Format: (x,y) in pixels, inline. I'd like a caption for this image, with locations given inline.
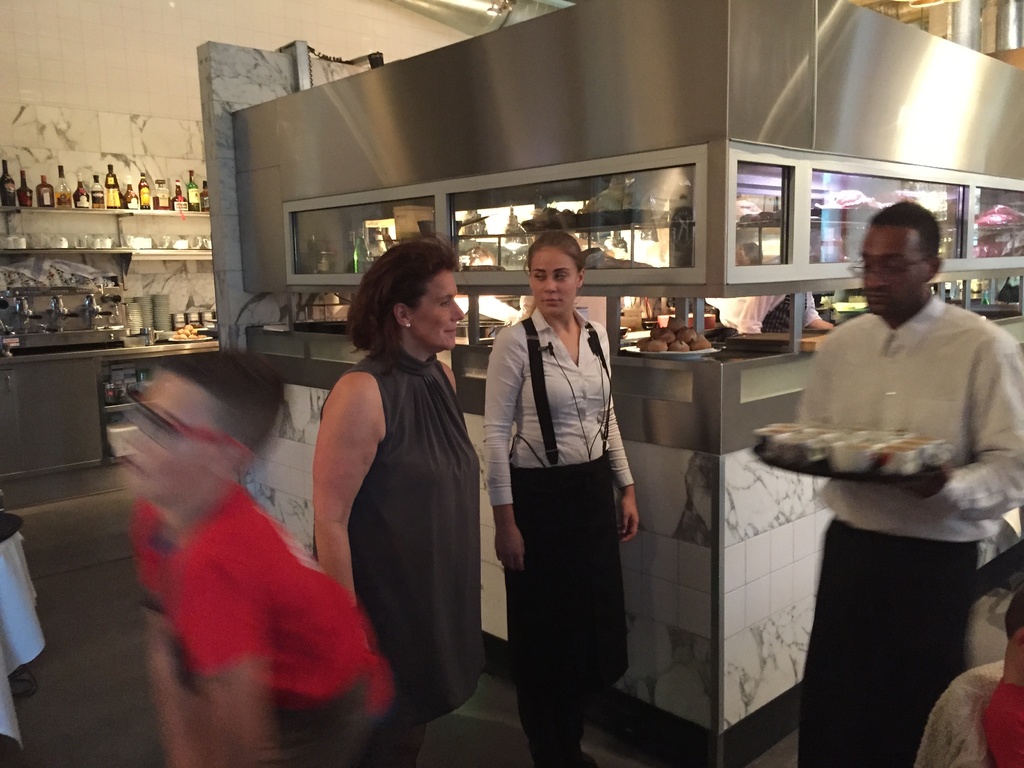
This picture is an inside view of a kitchen (623,66). In the center of the image (558,465) we can see some persons (399,534) are standing. On the right side of the image (838,709) we can see a man (855,392) is walking and holding a tray (853,475) which consists of cups (844,433). In the background of the image (780,283) we can see the wall (266,87), shelves (592,234). In shelves (88,211) we can see the bottles (77,195), cups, vessels (510,231), food items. At the bottom of the image (597,745) we can see the floor (489,749).
